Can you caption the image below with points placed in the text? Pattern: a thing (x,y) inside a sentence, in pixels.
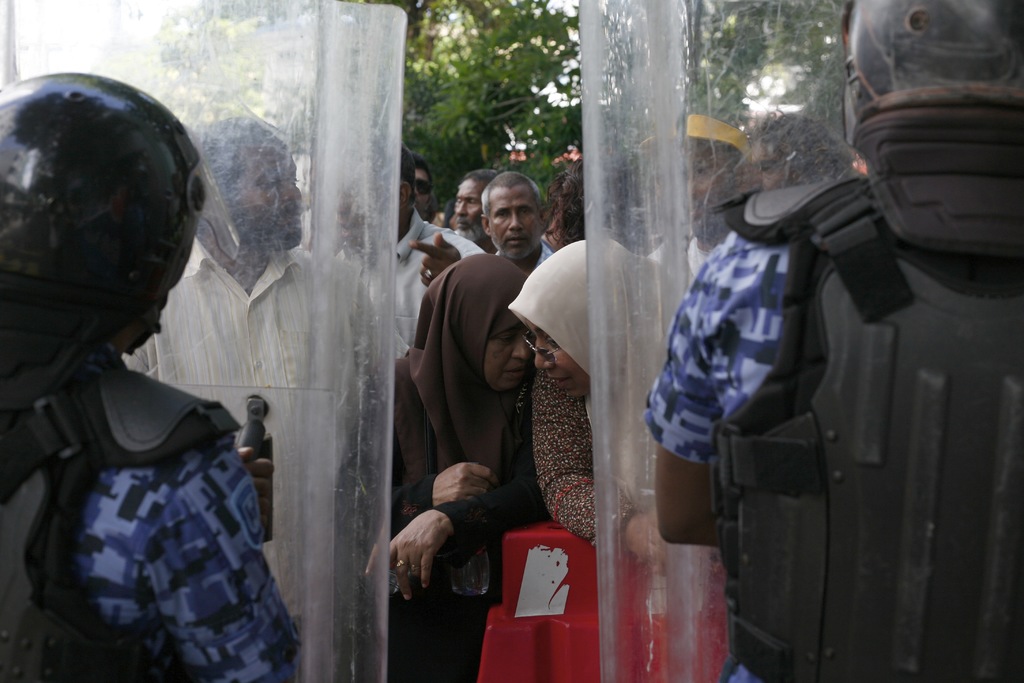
In this image, we can see people (765,252) wearing jackets (811,292) and helmets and in the background (501,229), there are some other people (483,222) and we can see trees (455,67) and there are shields (663,137).
